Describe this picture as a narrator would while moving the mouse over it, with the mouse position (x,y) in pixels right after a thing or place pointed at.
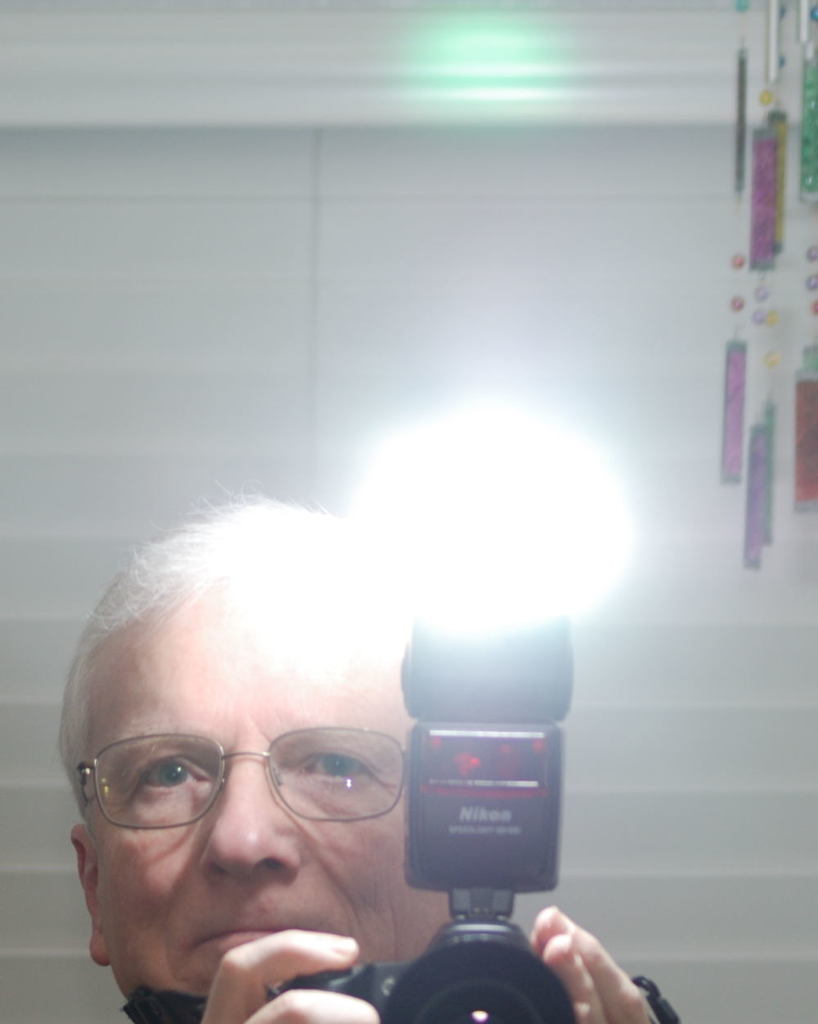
In this picture there is a man (273,737) who is wearing spectacle (291,808). He is holding camera (533,973). At the back (600,823) we can see the wall (703,810). in the top right (805,140) there is a wind chime (815,81).
